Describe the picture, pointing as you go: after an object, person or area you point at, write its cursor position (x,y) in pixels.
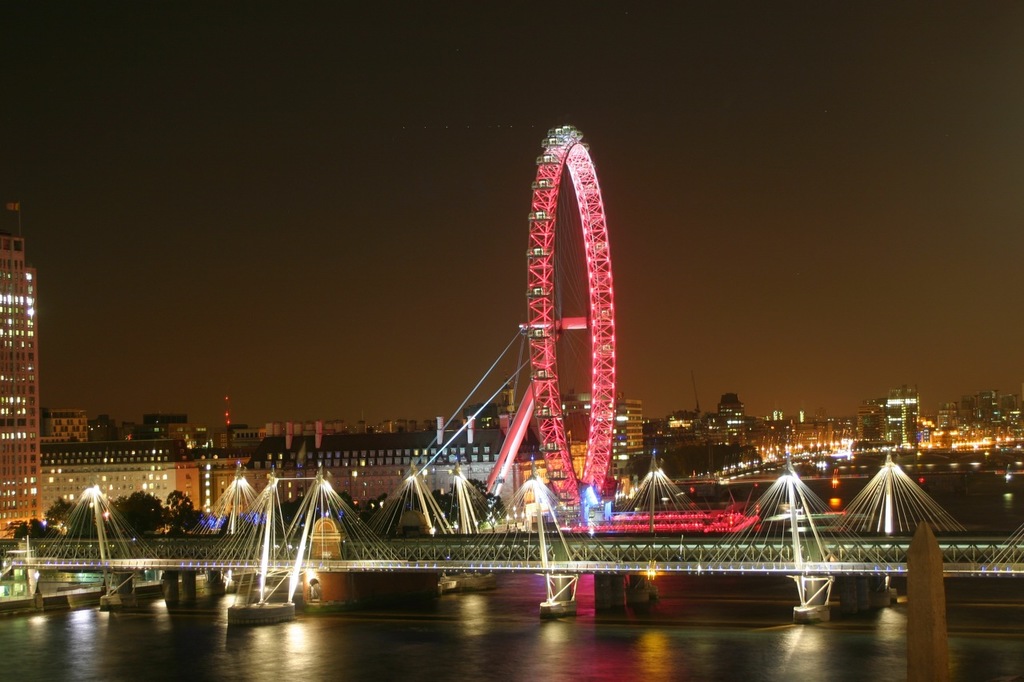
This image is taken during the night time. In this image we can see the bridge (464,530), giant wheel (605,419) with lights (593,499). We can also see many buildings (776,432) with lighting (761,453). In the background (809,403) we can see the sky (853,332) and at the bottom (404,651) we can see the water (686,634).
